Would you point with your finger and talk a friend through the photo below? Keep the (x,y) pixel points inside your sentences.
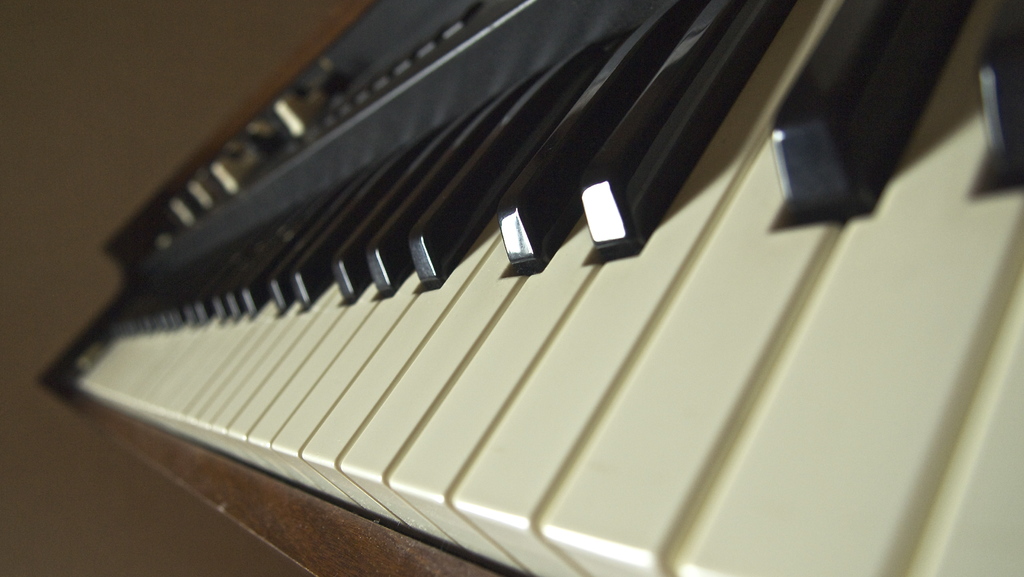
In this picture there is a piano (577,288). We can see white and black buttons (469,362) on a piano (181,350). On the left (156,82) there is a wall (78,141).
